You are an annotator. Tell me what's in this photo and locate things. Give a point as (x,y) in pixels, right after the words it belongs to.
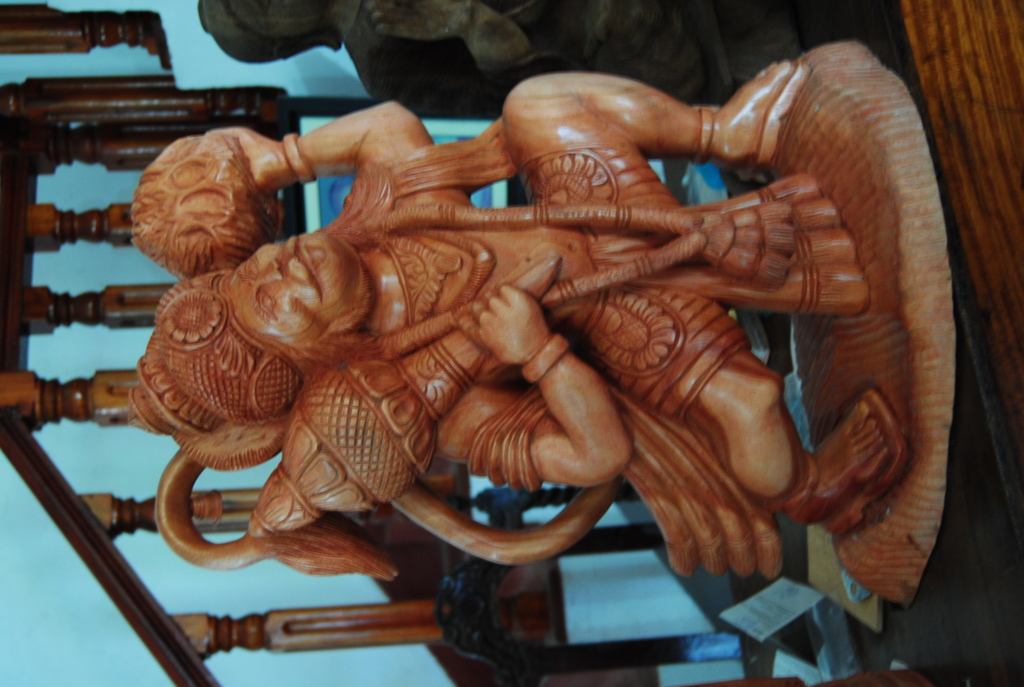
In this image in front (436,254) there is an idol (560,396) of lord hanuman (521,288). Beside the hanuman (527,128) there is another idol (589,42) on the wooden platform (935,565). In the background of the image (132,609) there are stairs (224,629). There is a chair (467,629).
